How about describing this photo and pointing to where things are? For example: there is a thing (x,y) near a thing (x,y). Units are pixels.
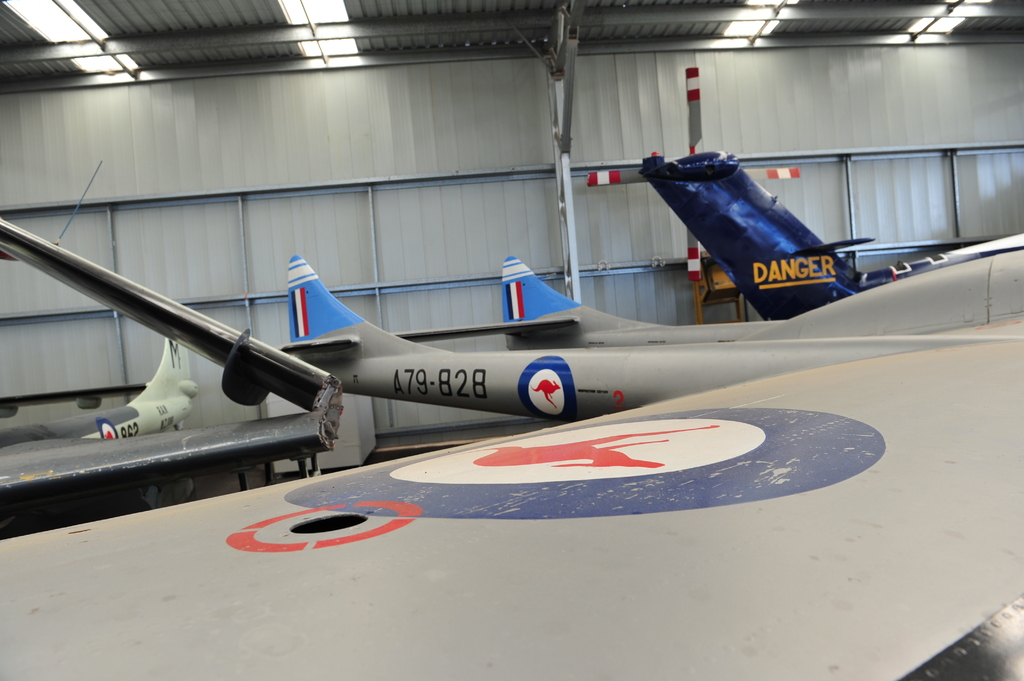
In this image we can see the wing (958,346) of an aircraft (668,566). In the background (442,393), we can see a few more aircraft's (774,278), wall (472,272) and lights (98,62) to the ceiling (131,70).
